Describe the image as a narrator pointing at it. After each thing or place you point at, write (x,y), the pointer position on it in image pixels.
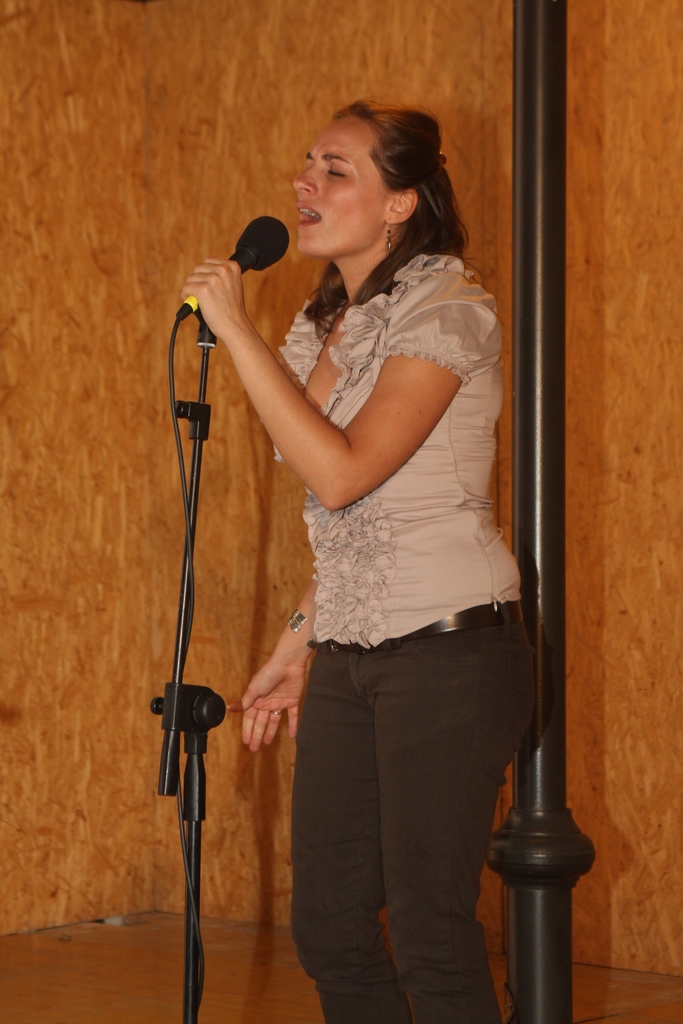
In this picture a lady (342,337) is singing with a black mic (270,246) in her hand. In the background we observe a beautifully decorated brown background (139,667).
